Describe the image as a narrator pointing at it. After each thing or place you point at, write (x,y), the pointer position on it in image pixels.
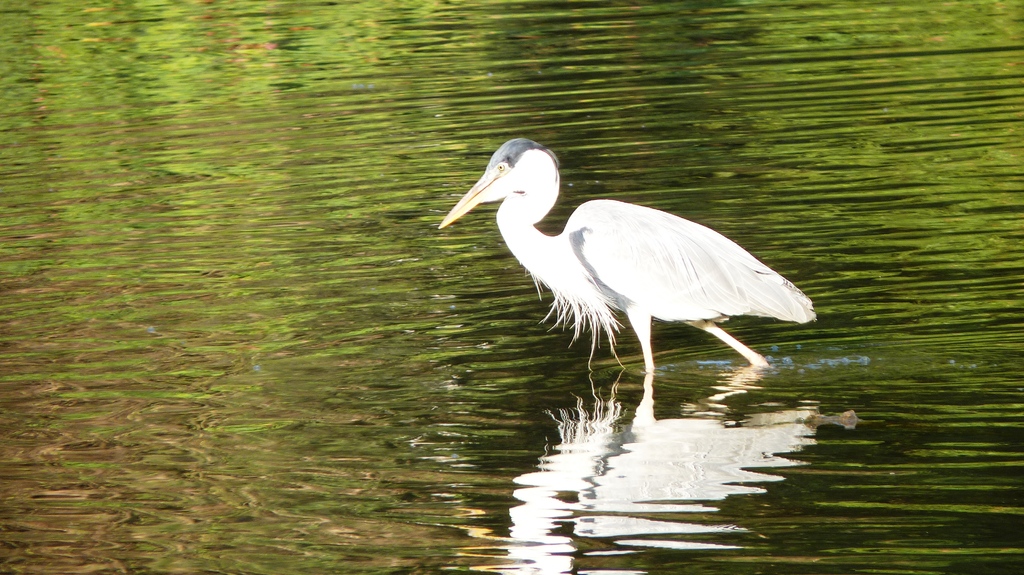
In the center of the image (657,252) we can see a bird (585,251) in the water (560,359). And we can see the reflection (574,468) of a bird (622,241) on the water (562,475).
